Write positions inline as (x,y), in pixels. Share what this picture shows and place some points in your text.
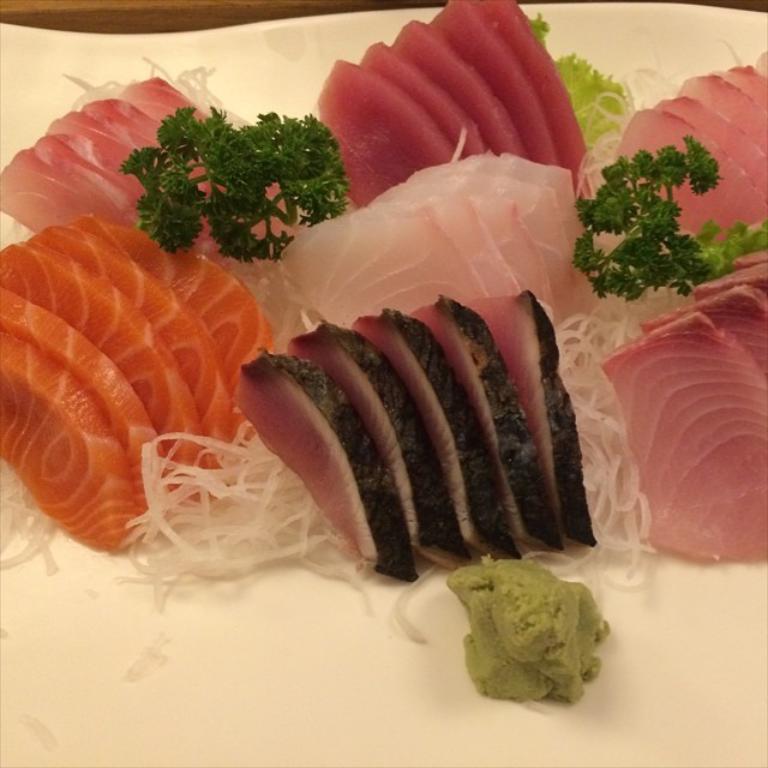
In this picture we can see the pieces of meat (362,119), radish (598,399) and parsley (624,275) on a plate (633,68). This plate (691,646) is kept on the table (164,2).
